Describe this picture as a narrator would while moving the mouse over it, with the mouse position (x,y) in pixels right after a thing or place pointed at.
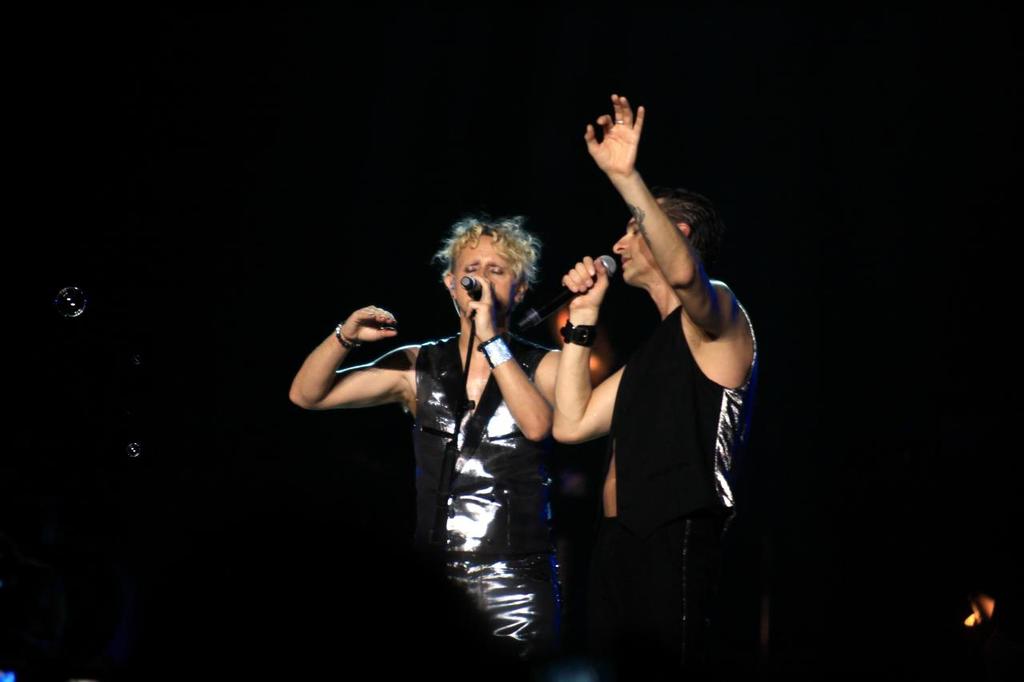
In the center of this picture (618,448) we can see the two persons (519,465) wearing black color dresses (705,392), holding microphones (605,260), standing and seems to be singing. The background of the image (15,480) is very dark.
